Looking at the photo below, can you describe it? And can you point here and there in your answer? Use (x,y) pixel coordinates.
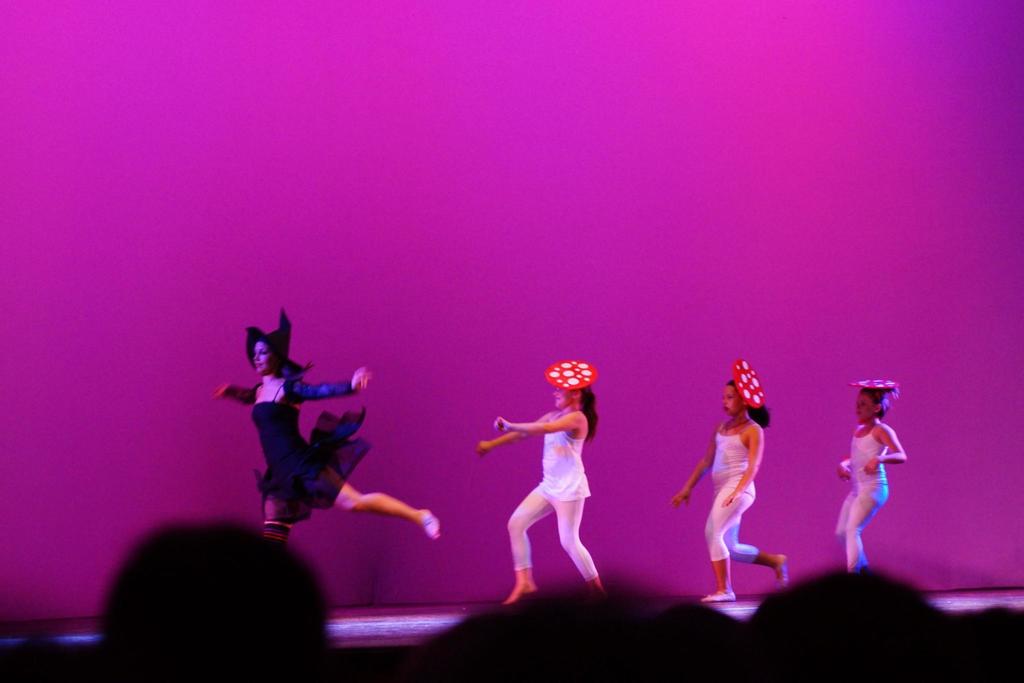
In this image we can see this person (294,422) wearing a black dress (314,441) and these people (708,466) wearing white dresses (731,527) are on the stage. The background of the image (857,260) is in purple color. This part of the image is dark.
